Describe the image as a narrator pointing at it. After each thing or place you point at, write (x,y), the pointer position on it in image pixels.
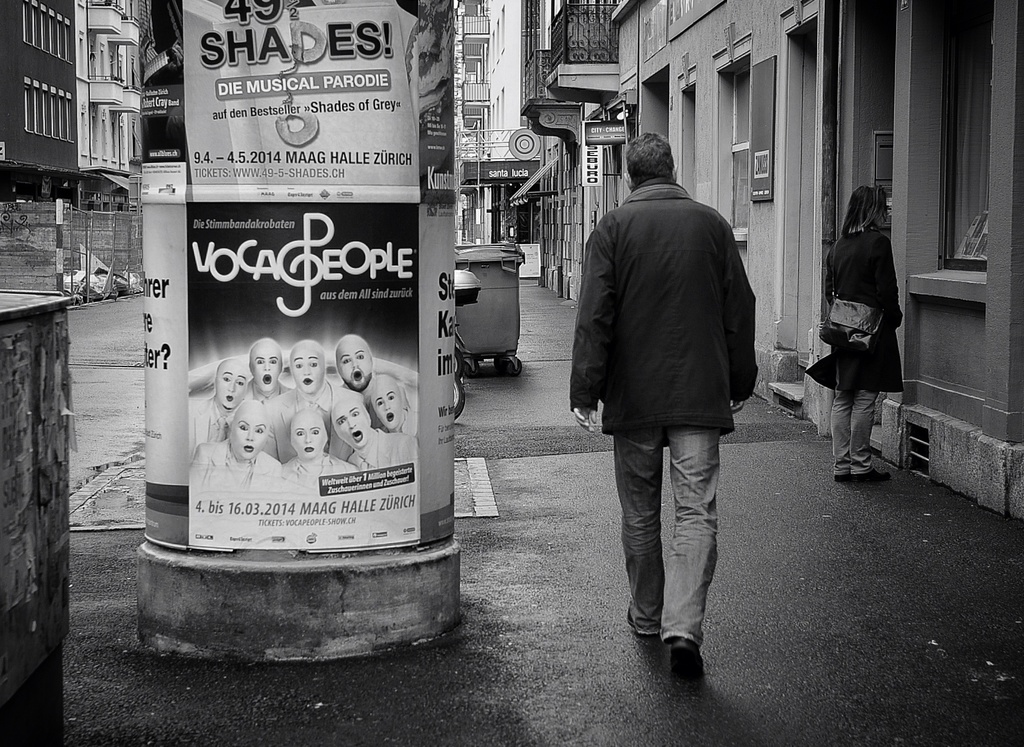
In the picture I can see a person (626,481) wearing jacket (737,380) walking through the street (598,474), on right side of the picture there is woman (858,213) standing near the wall (963,366) carrying bag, there are some posters (449,318) attached to the pillar (237,640), there is dustbin (476,324) and in the background of the picture (460,181) there are some buildings (460,181).
